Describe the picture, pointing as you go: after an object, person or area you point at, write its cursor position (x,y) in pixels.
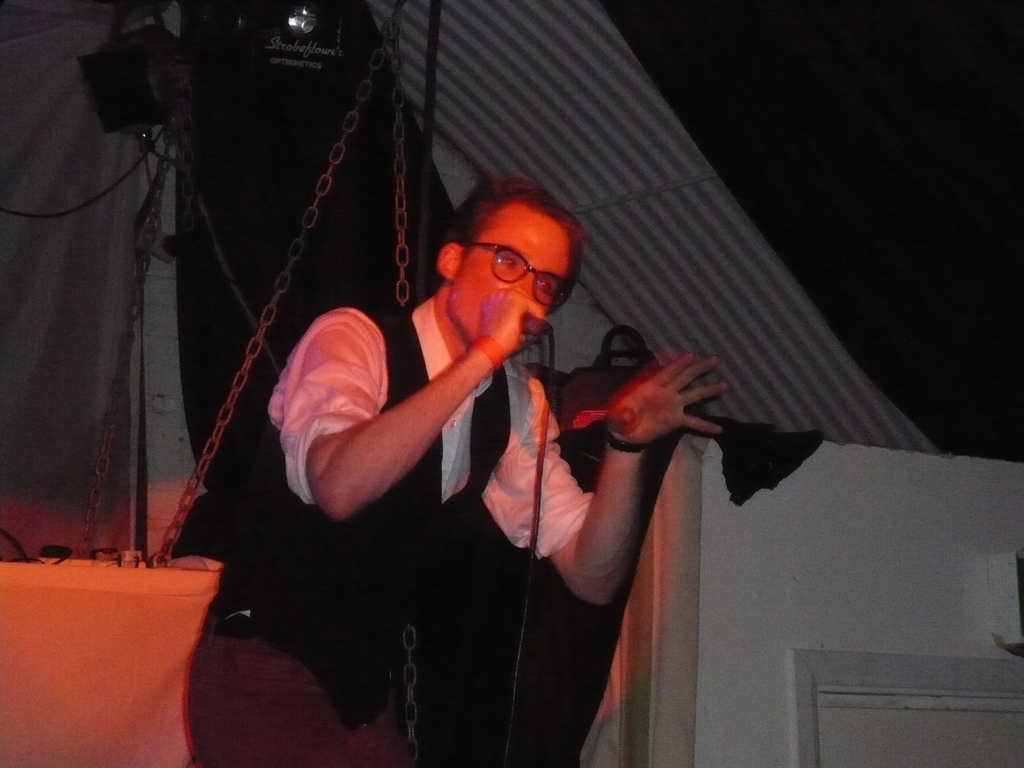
In this image we can see a person (505,408) wearing spectacles (527,278) is holding a microphone (536,321) in his hand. In the background (126,65), we can see a bag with some chains (223,426), speakers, lights (102,88), tent (443,85) and the sky (955,257).
